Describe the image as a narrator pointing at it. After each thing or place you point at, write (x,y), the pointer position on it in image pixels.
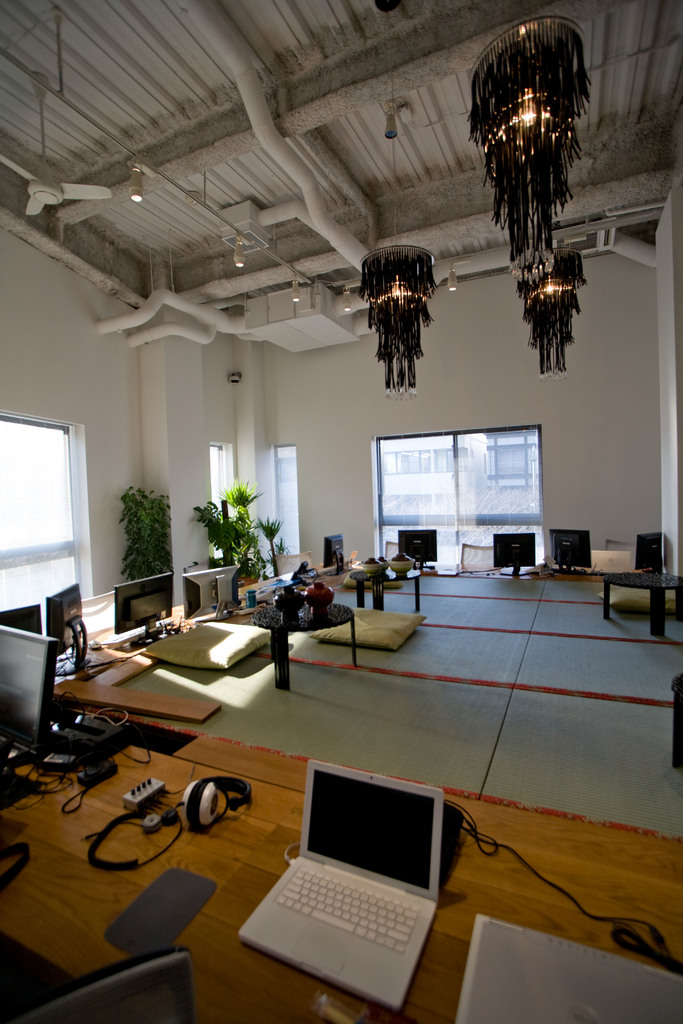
In this picture we can see a room (346,707) with tables (558,899) and on table (191,844) we have headsets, laptop (337,875), wires (573,896) and in background (194,437) we can see wall (226,400) with pillar (181,424), windows (277,468), trees (247,490), chandelier (386,350) and from windows (478,471) we can see buildings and here on table (284,629) we can see pots (299,605).
